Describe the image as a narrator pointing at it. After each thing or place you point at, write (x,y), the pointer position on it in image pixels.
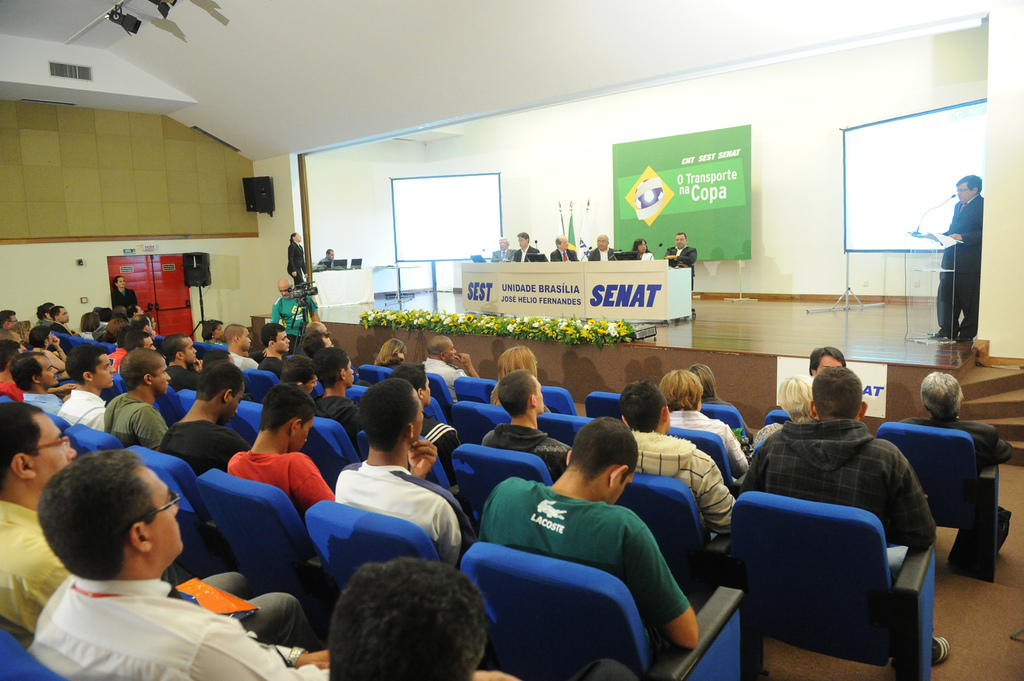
In the left (67,581) a group of people (39,315) are sitting on the chairs (534,561). In the middle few people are sitting on the stage (608,284) and in the right side (965,241) a person (967,257) is standing and talking in the microphone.
